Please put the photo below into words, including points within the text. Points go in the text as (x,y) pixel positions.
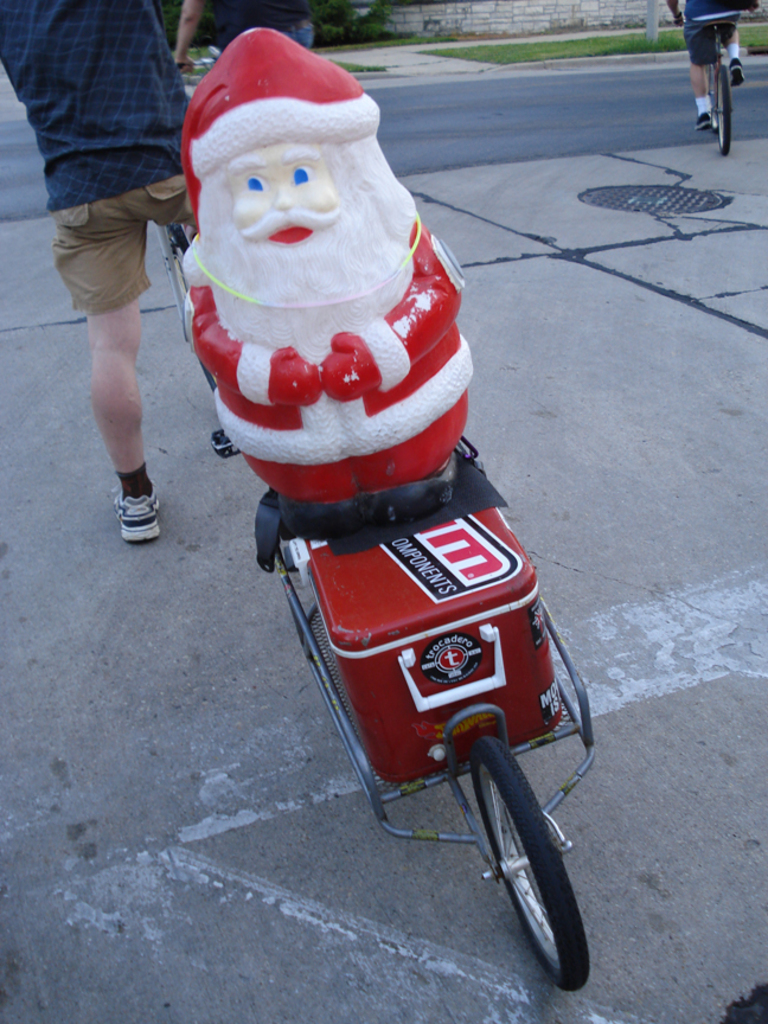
At the bottom of the picture (422,783), we see a trolley (516,797) on which a red color box (476,718) and a toy (244,239) of a Santa Claus (300,382) are placed. Behind that, we see a bicycle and a man (165,157) in the blue T-shirt (134,187) is standing. In the right top (718,14), we see a man (696,45) riding the bicycle (712,82). At the bottom (608,700), we see the road (609,89). In the background (209,38), we see the grass (391,42), trees (380,24), poles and a wall (547,14).
